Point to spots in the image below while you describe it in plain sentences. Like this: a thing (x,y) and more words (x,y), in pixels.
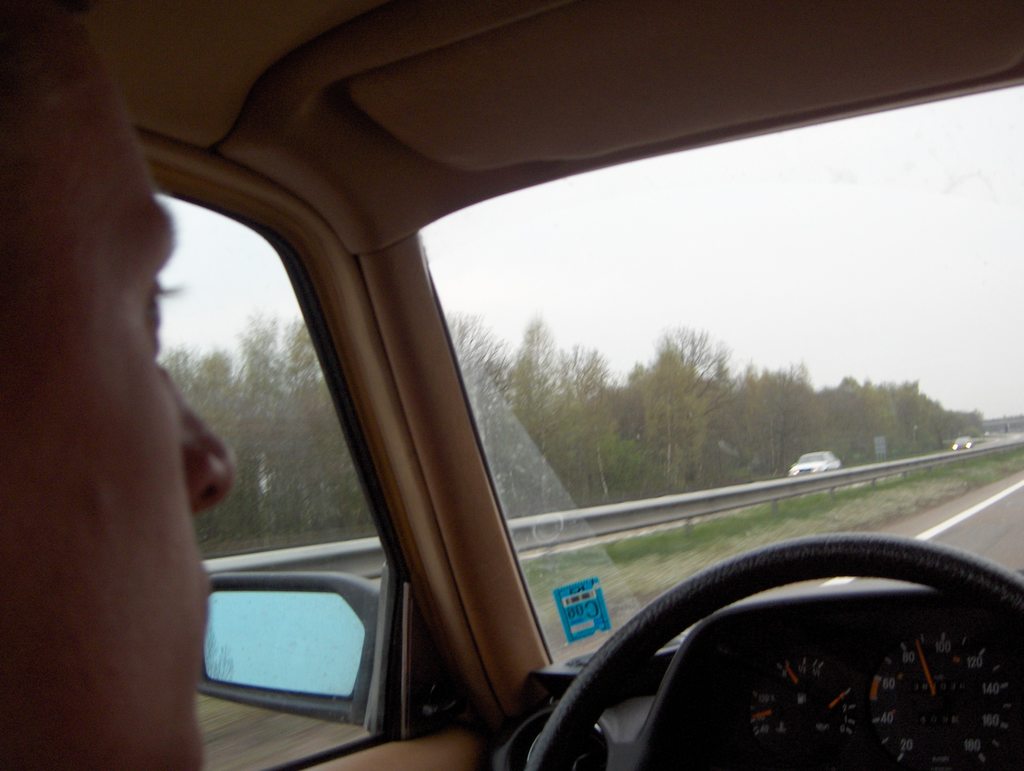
This image consists of a person (55,405) driving a car (442,444). In the front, we can see a road (994,514) along with trees (710,475). In the middle (647,507), there is a metal railing (917,462) along with the cars (820,457).
